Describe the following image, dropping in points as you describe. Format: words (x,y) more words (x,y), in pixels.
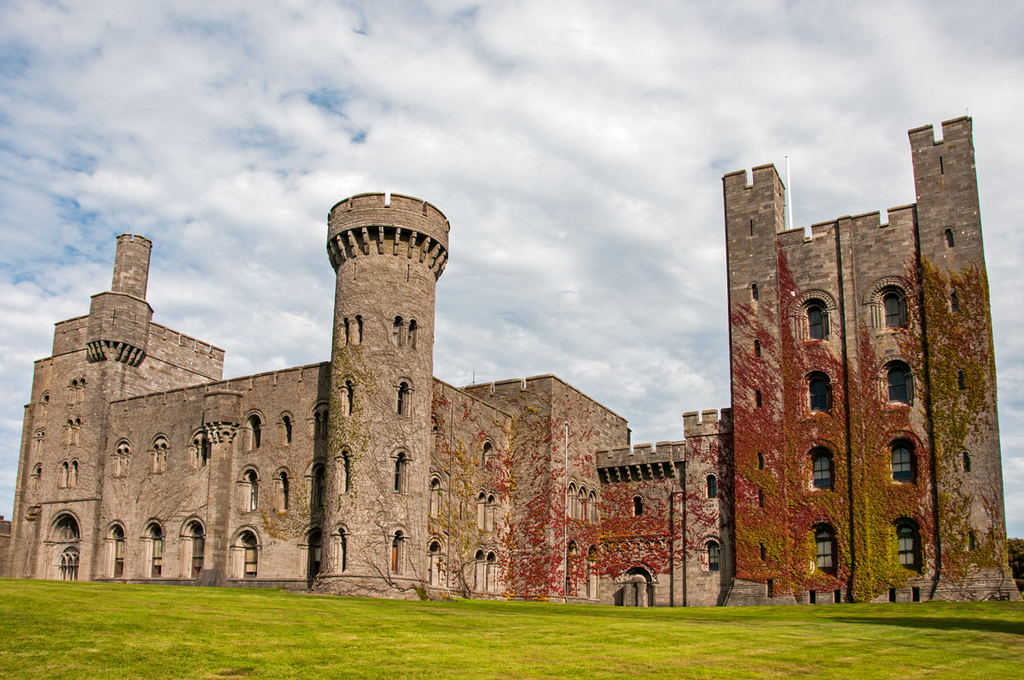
In this picture I can see a fort (286,438) and I can see grass (246,628) on the ground (300,637) and a blue cloudy sky (492,136).
